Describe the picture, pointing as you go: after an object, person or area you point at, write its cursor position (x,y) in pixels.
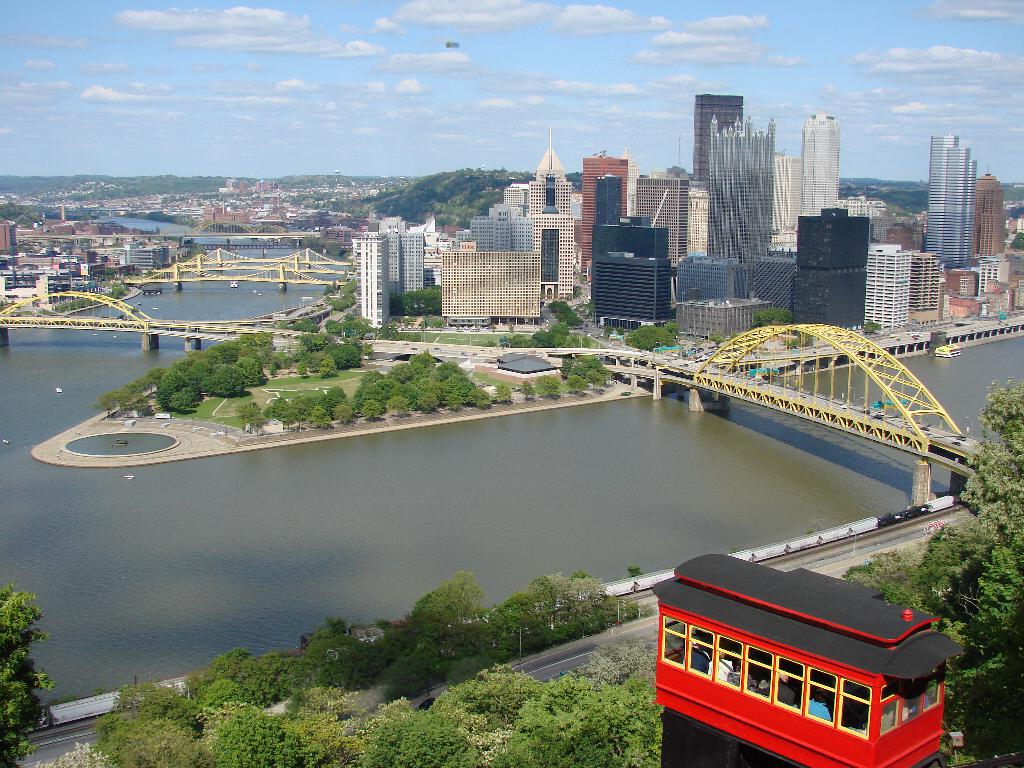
In this image we can see a lake (383,504) with some bridges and pillars (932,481). We can also see some trees (532,686), road (616,639), buildings (493,304) and the sky (421,143) which looks cloudy.
